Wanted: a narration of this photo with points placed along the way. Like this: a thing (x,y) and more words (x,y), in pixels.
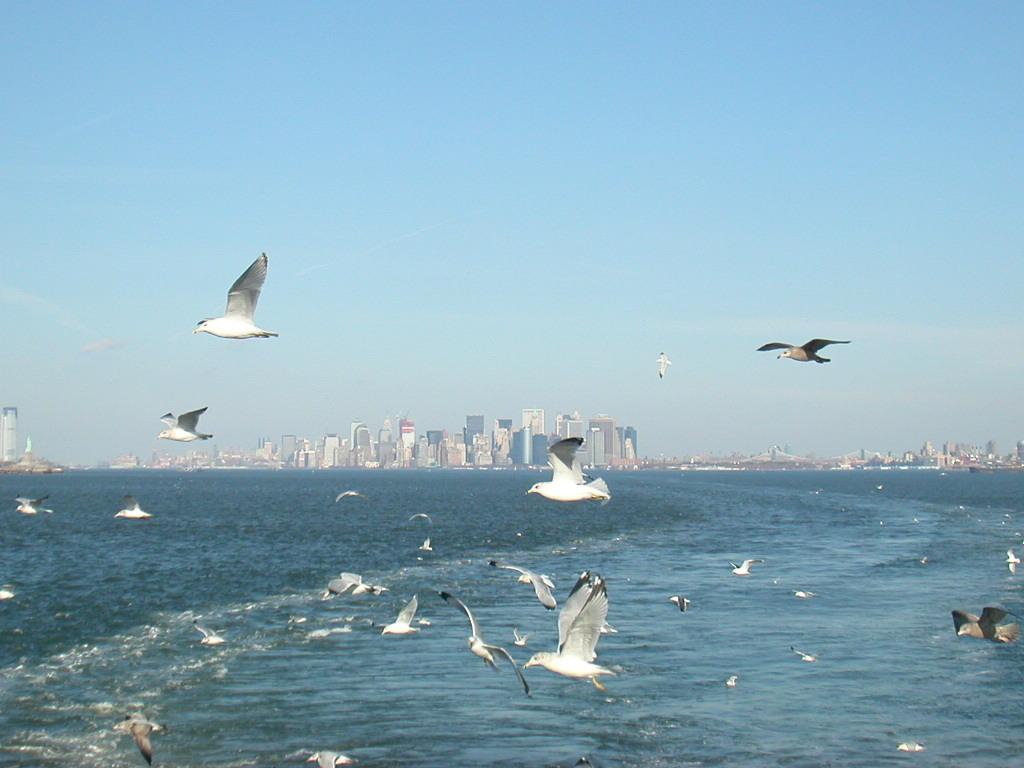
In this image we can see few birds (196,430) flying in the sky (620,420) and we can see water (574,581) at the bottom of the picture (487,578) and there are few buildings (354,443) in the background (380,450).
